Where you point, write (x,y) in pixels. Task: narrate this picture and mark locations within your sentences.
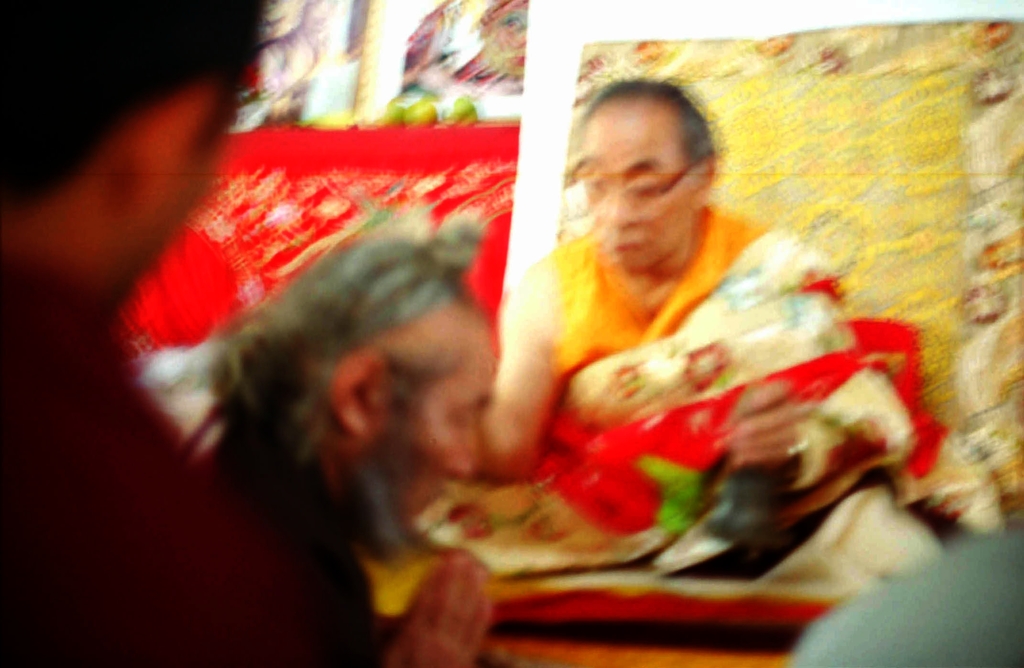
In this image, I can see a buddhist (631,194) including two people (176,492) behind this three people (737,252), I can see few fruits (402,113) and red color cloth (473,178).
